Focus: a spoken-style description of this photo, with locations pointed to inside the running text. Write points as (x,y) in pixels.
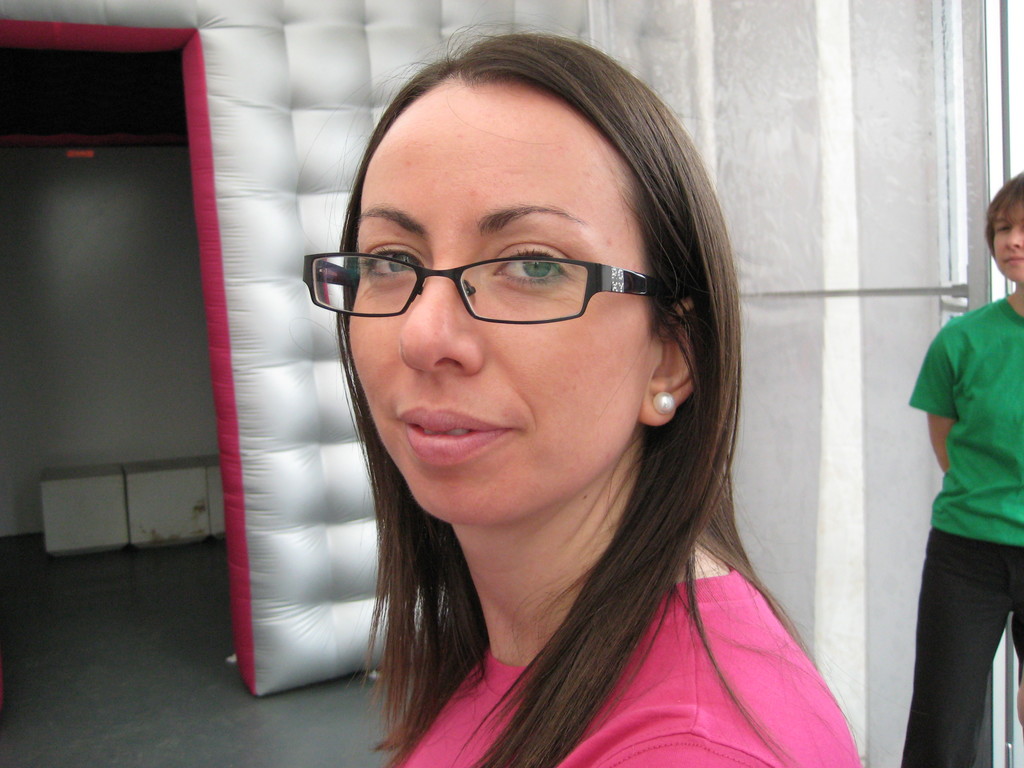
In this image we can see a woman (658,643). She is wearing pink color t-shirt (659,668). On the right side of the image (988,531), one boy (974,608) is there who is wearing green color t-shirt (977,410) with black pant (967,581). Background of the image (828,92) we can see a wall (893,230) and an inflatable object (266,141).
